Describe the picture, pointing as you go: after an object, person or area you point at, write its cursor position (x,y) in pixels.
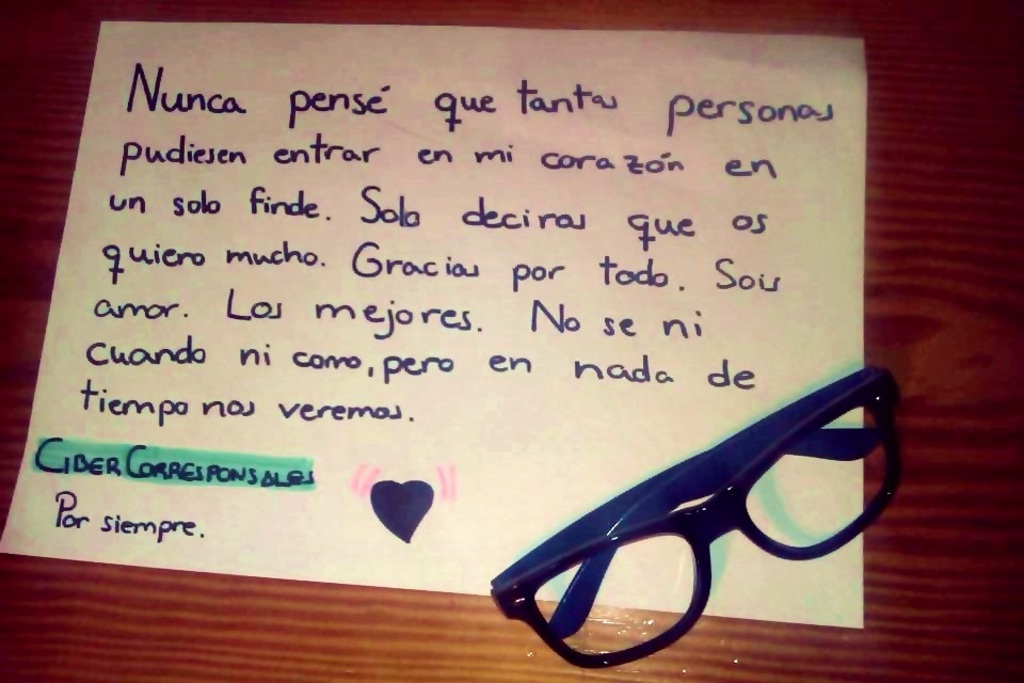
As we can see in the image there is a wooden table (983,294). On table (971,410) there is a paper (182,166) and spectacles (732,457). On paper (484,335) there is something written.
